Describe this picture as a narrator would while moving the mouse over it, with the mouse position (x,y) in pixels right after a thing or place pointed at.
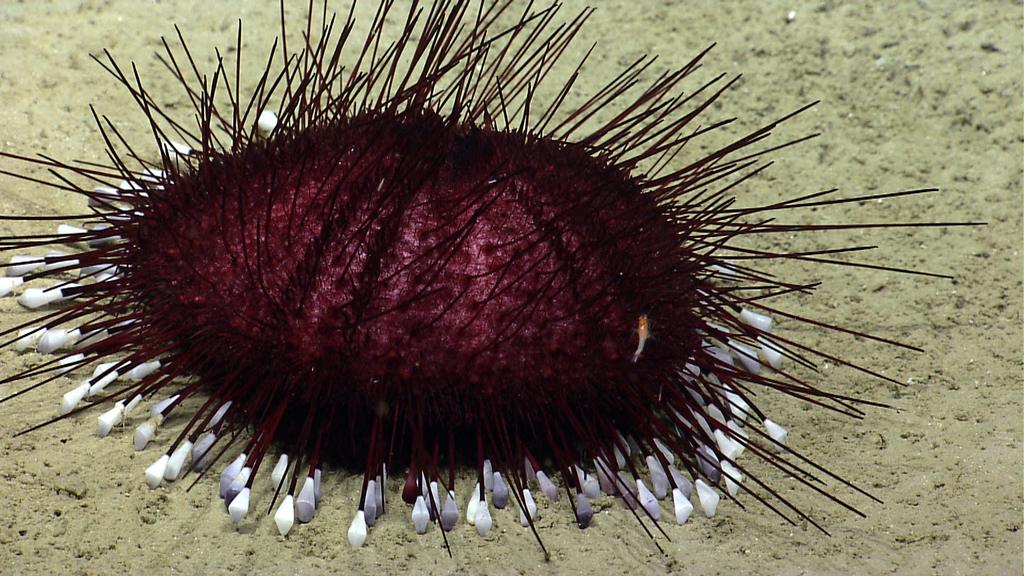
In this image we can see an object (494,308) on the ground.
